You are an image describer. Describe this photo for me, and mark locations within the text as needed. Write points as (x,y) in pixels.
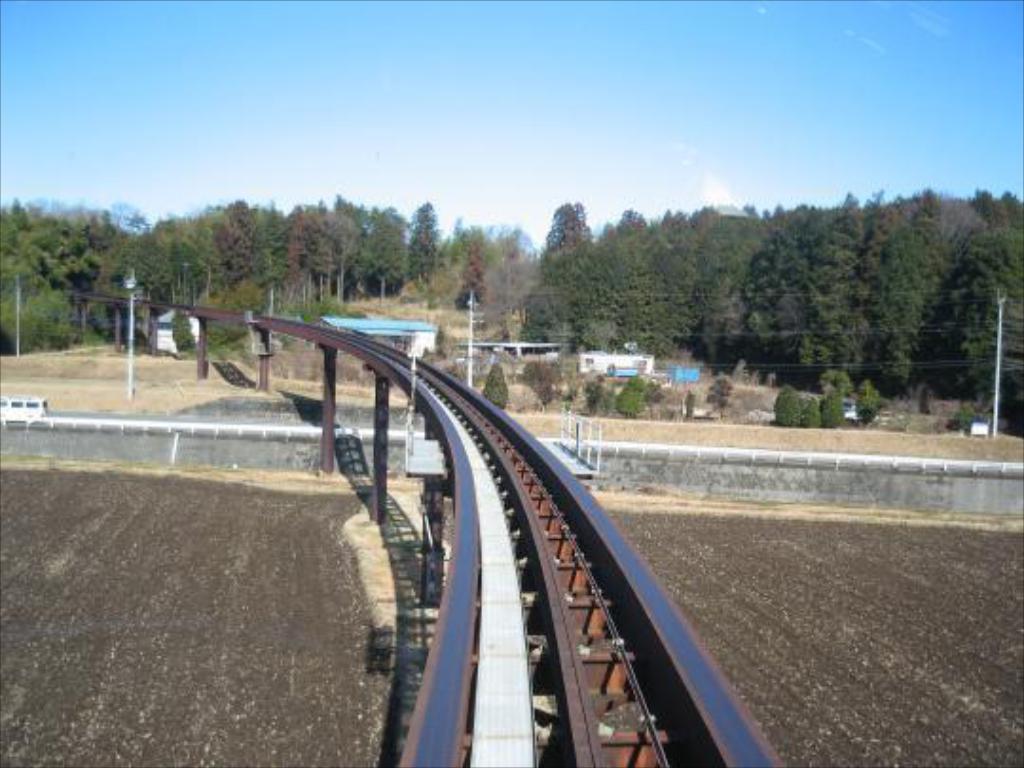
This looks like a rail bridge (479,479). This is a road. I can see a van (2,410) on the road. These are the trees (419,267). This looks like a current pole (999,304). I can see small bushes (595,407). I think these are the houses (517,350).
